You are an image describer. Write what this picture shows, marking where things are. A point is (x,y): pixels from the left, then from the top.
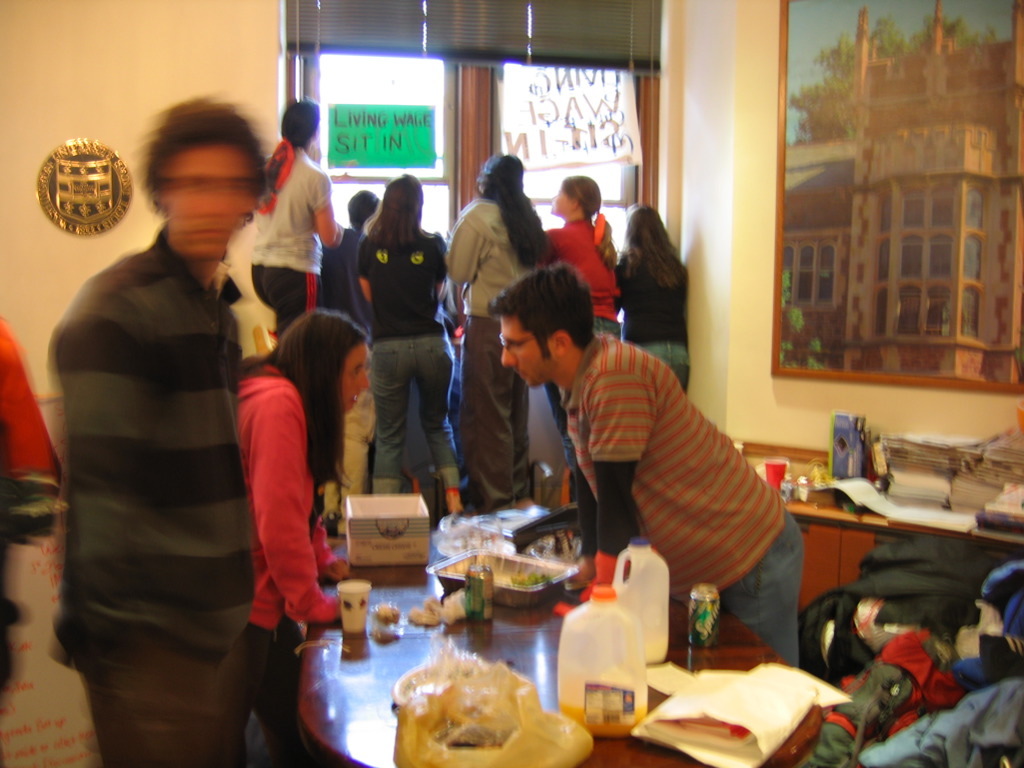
In this picture we can see a box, tray (559,576), cup (352,602), bottles (578,608), cans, cover (545,762) and other objects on a wooden table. We can see few clothes (946,555) on the right side (966,635). There is a frame (801,8) on the wall (1005,408). We can see a shield (83,215) on the wall (48,276). There are few books (900,446) and other objects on a wooden desk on the right side (778,472). Few people (85,596) are standing on the floor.
